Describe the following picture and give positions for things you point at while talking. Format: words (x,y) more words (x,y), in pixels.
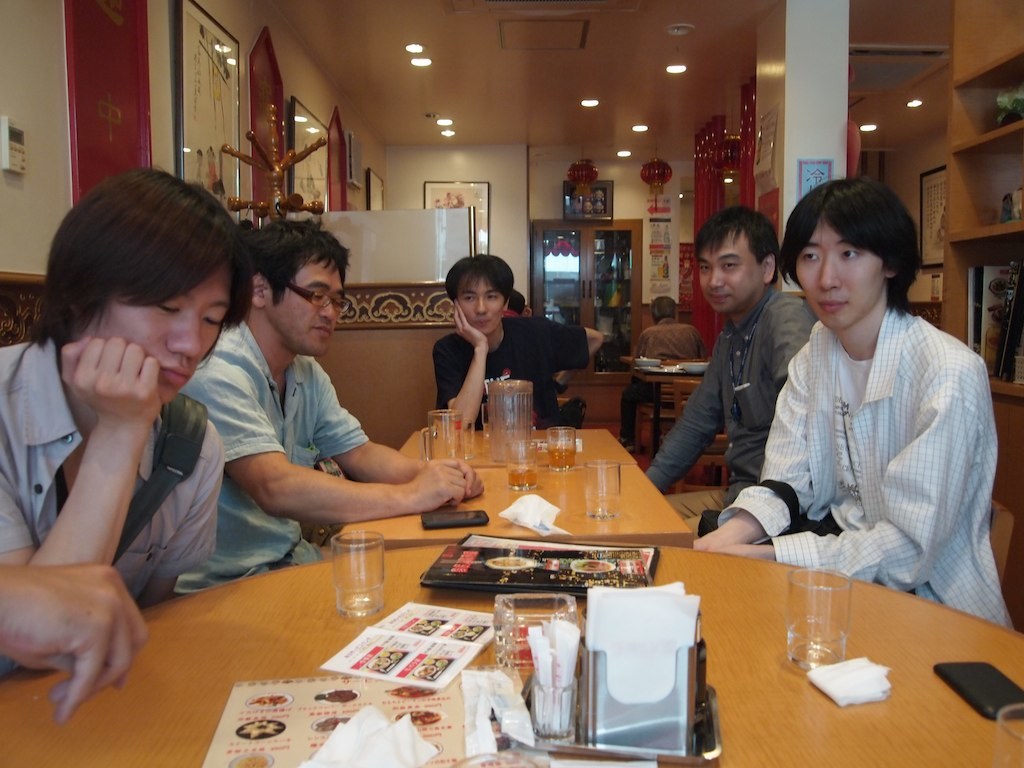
This picture is clicked inside room (433,309). Here, we see many people (523,344) sitting on chair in front of table (668,568). On table (626,543), we see glass (374,562), book (645,565), paper (381,691), tissue papers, mobile phone (954,665) and jar (516,383) are placed on it and behind them, we see a wall (323,108) is white in color and we see many photo frames (315,174) placed on that wall (449,165). On the right corner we see a cupboard (955,77).
